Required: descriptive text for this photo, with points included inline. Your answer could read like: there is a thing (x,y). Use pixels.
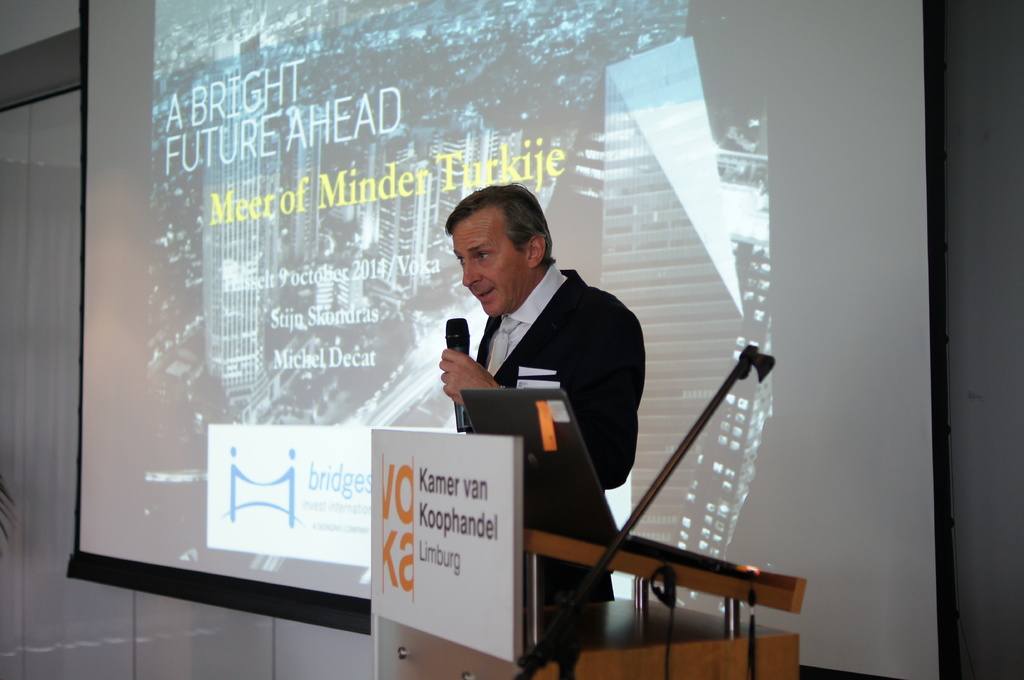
There is a person (531,331) in the foreground area (487,308) holding a mic (462,347) in his hand (469,365) and there is a desk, laptop (482,418), it seems like a mic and poster (503,467) at the bottom side (483,506). There is a projector screen (399,233) in the background area (376,198).
